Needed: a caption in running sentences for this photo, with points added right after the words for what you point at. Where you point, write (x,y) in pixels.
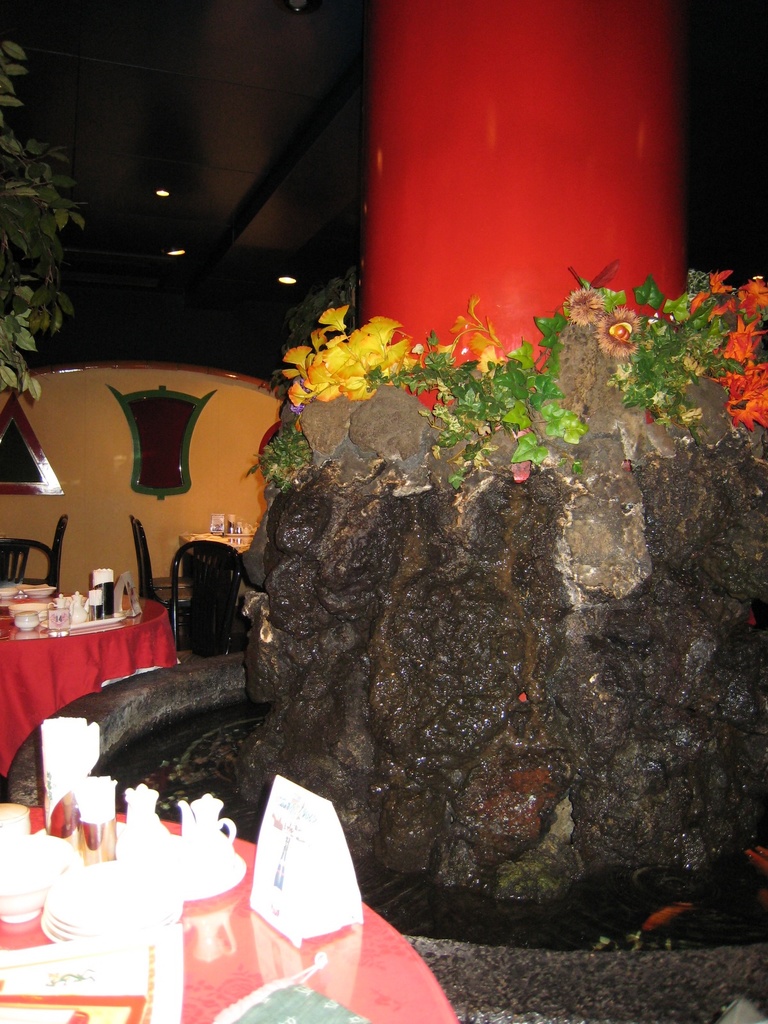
In this picture I can see tables (30,659) with some objects (25,1021) on it, there are chairs (5,564), lights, there are plants (615,304), flowers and there is water (397,895).
